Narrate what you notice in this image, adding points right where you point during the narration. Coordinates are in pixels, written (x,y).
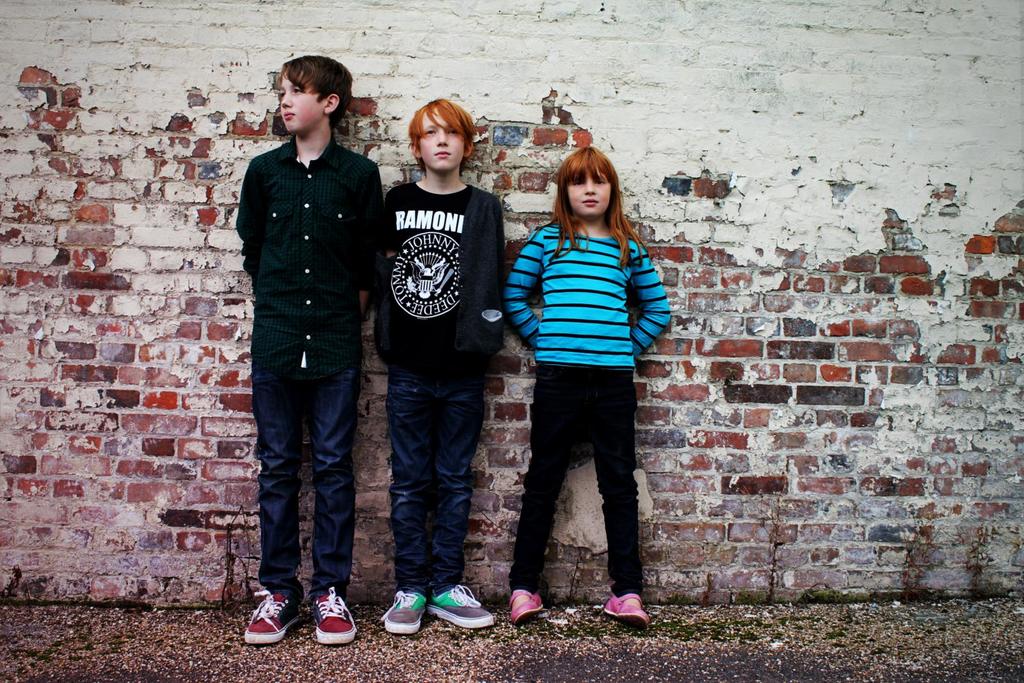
In this picture we can see two boys (276,372) and a girl (621,274) wore shoes (538,596) and standing on the ground (299,634) and in the background (147,500) we can see a brick wall (128,269).
